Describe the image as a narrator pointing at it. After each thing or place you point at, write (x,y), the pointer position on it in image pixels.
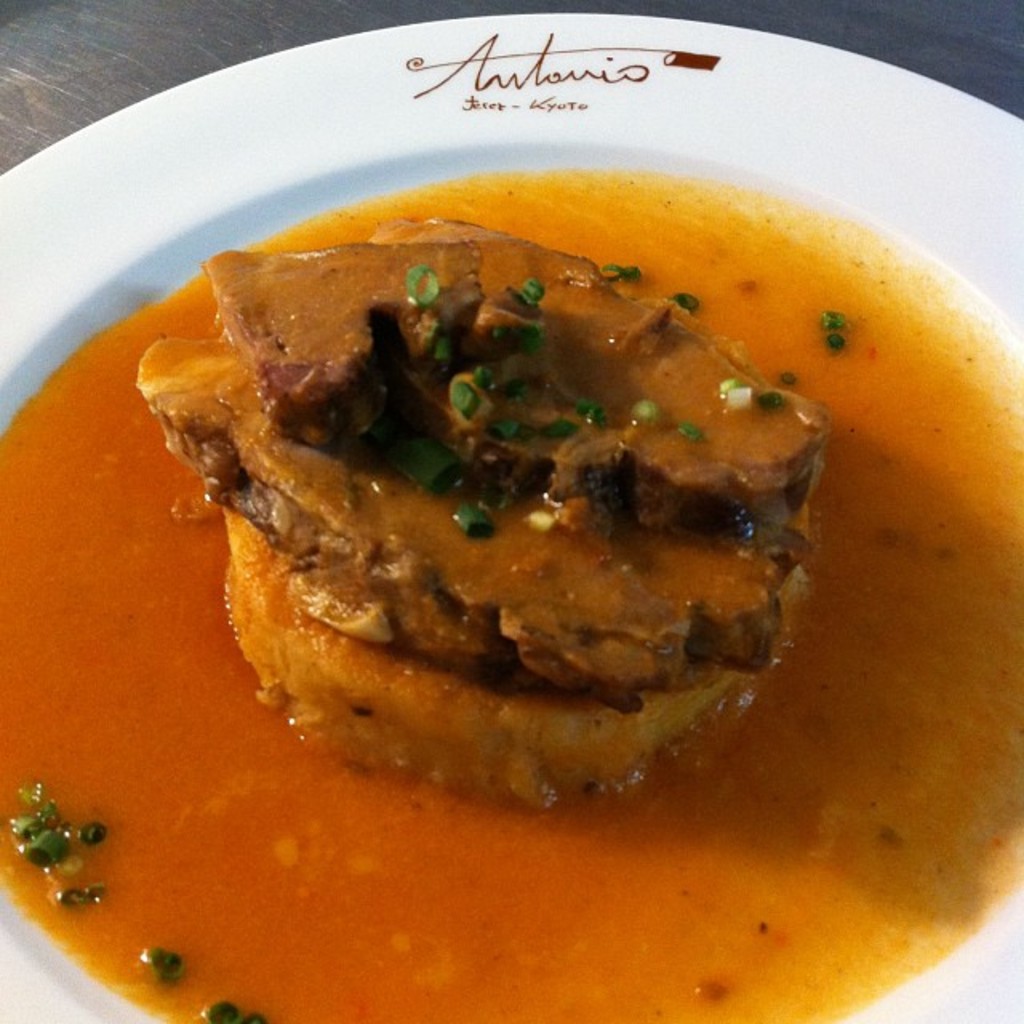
In this image I can see a white color plate (152,206) which consists of some food items (271,599) in it. This plate (285,130) is placed on a table (132,40).
